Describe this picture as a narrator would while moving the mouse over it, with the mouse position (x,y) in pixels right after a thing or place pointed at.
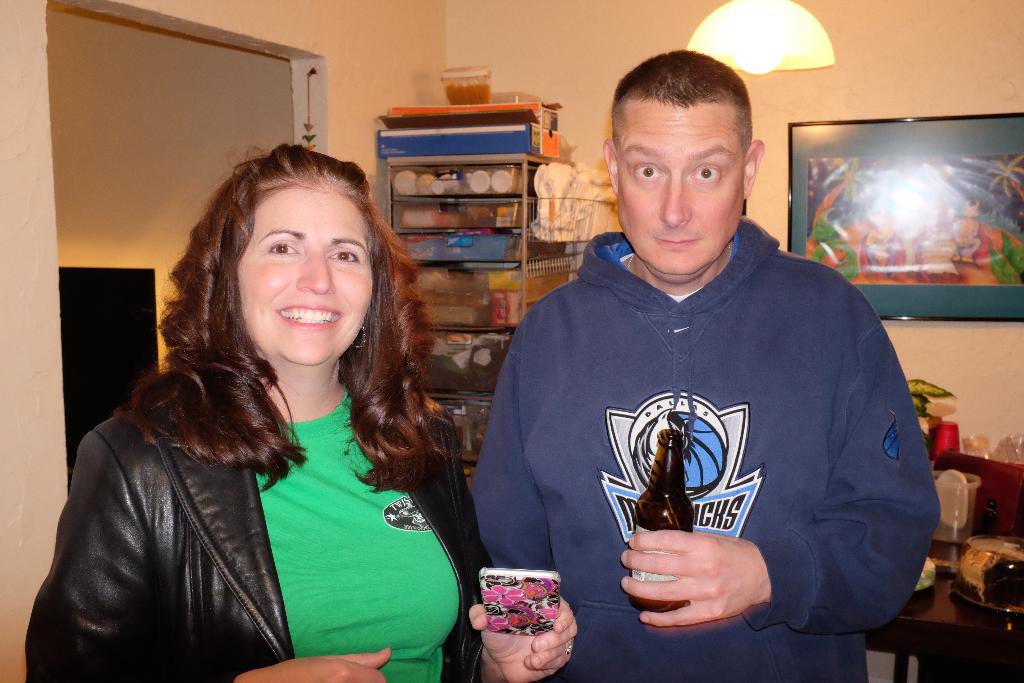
This image is clicked in a room (160,265). There are two persons (710,369) in this image. To the right (684,673), the man (635,567) wearing blue jacket (661,384), is holding a beer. To the left (186,595), the woman (184,540) wearing black jacket (178,553) is holding mobile (498,607). In the background (358,120), there is a wall (597,11) on which a frame (943,272) is fixed. In the middle (446,346), there is a rack (464,220) in which some items (475,220) are kept. To the right (914,646), there is a table (983,621).
